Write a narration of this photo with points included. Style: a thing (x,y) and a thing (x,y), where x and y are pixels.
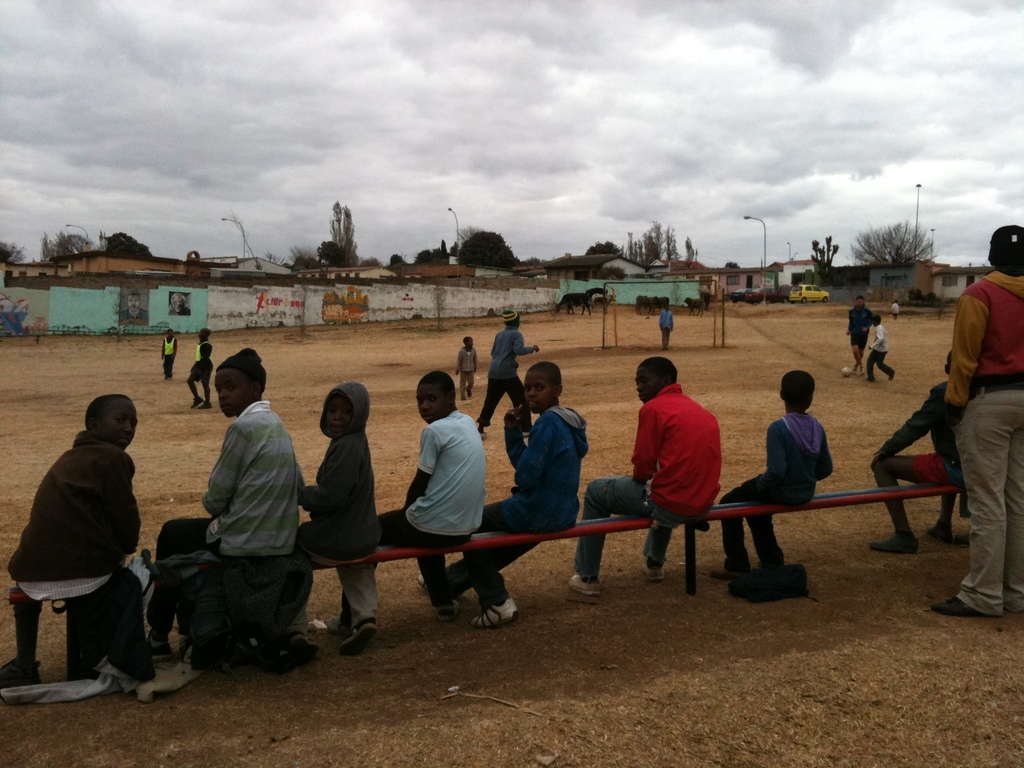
This picture is clicked outside. In the foreground (303,607) we can see the group of persons (569,477) sitting on the bench (643,521) and we can see the group of persons (857,329) seems to be playing. On the right corner (1008,351) there is a person (998,599) standing on the ground (895,708). In the background (509,92) we can see the sky (534,147) which is full of clouds (892,197) and we can see the trees (867,240), lights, houses (921,274) and some animals (706,303) and a vehicle (807,293) and some other objects (638,292).
